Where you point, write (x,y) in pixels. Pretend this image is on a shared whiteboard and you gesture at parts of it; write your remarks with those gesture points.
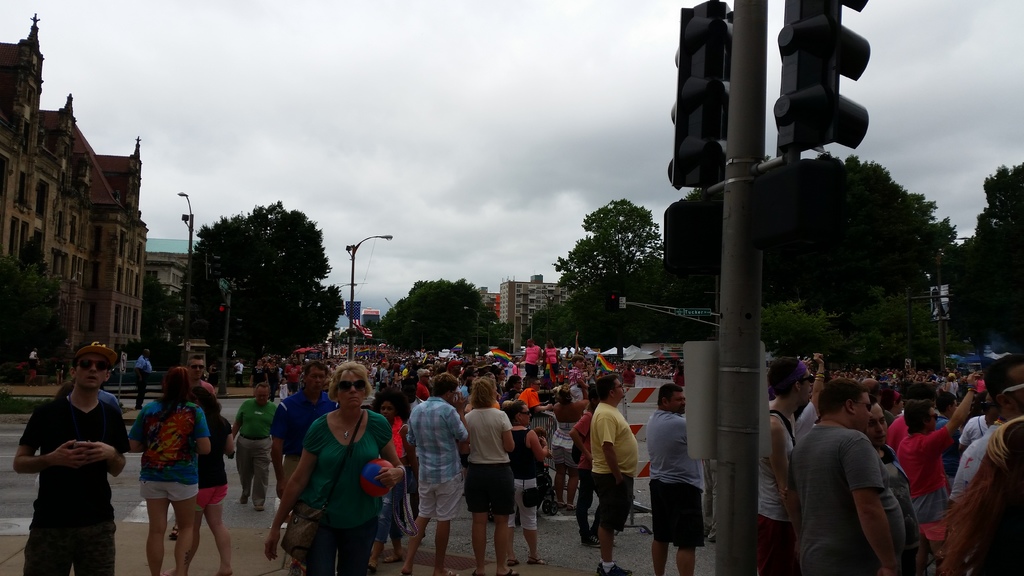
The image is taken outside a city (12,247) on the streets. In the foreground of the picture (654,413) there are people (488,479), signal light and other objects (733,427). In the center of the picture (470,311) there are trees (274,290), buildings (147,246), people (546,357), street light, tent (655,347) and other objects (614,299). Sky (495,164) is cloudy.
